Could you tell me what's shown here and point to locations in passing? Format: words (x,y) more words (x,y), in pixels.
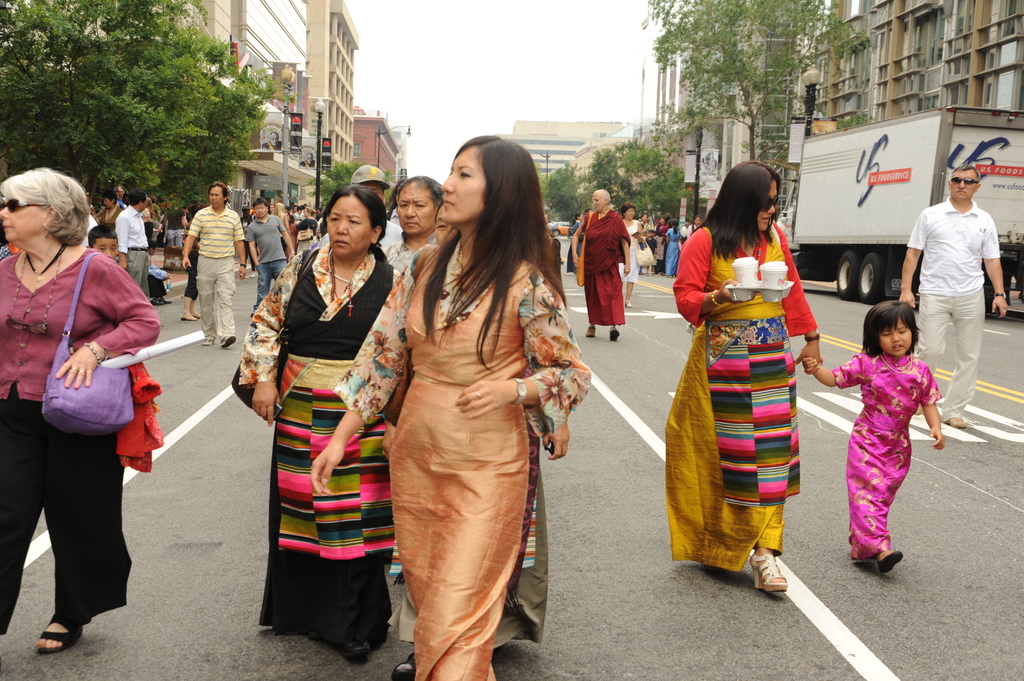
In this image we can see some people (503,309) on the road (1003,445) and there is a vehicle (996,189) on the right side of the image (949,168) and we can see some buildings (928,1). There are some trees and we can see some street lights (283,70) and at the top (428,58) we can see the sky (417,139).
